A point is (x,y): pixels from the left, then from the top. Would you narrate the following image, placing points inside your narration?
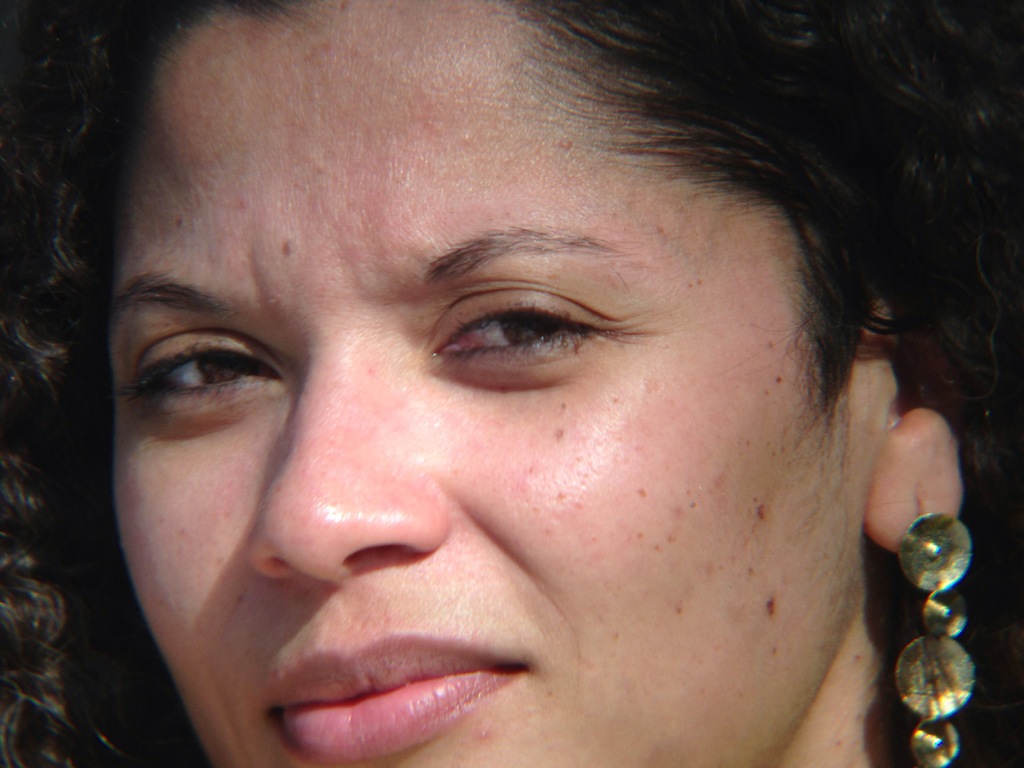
In this image we can see the close view of a woman (445,758) who has black hair (953,200) and we can see earring (926,755) here.
